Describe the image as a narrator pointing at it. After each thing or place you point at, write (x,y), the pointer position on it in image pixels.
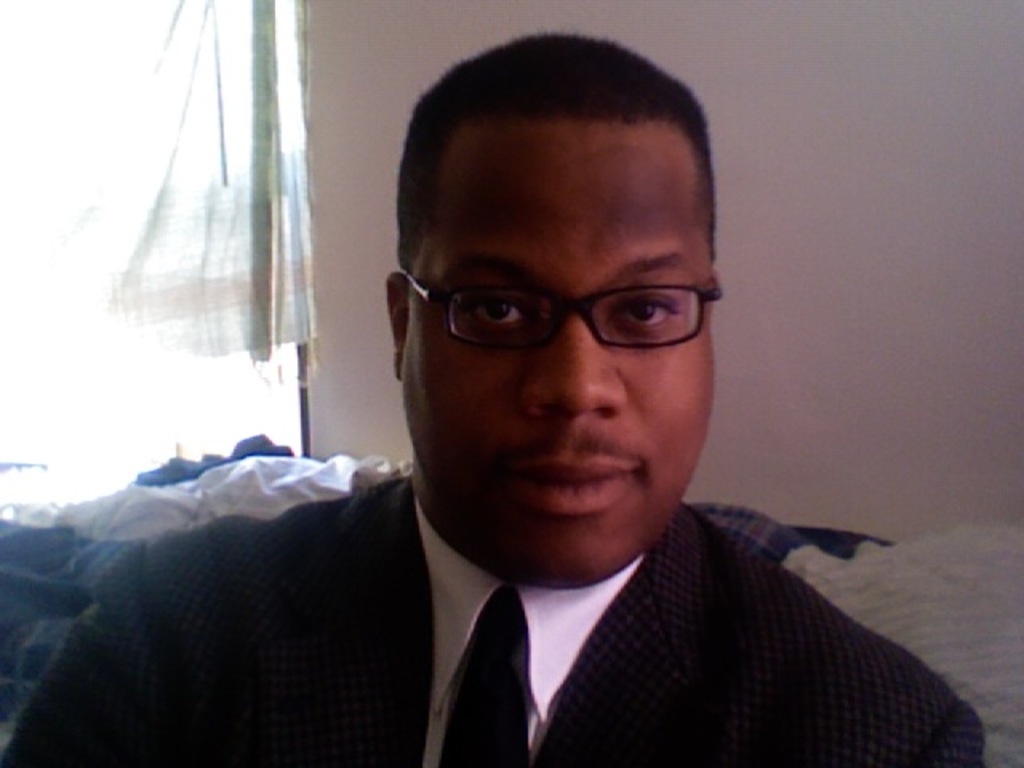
In this image in the foreground (531,118) there is one person (464,491) who is wearing spectacles (619,290), and in the background (937,581) there are some clothes (927,587) and wall (334,206). And on the left side of the image (159,258) there is a window (199,380) and some cloth (210,250).
